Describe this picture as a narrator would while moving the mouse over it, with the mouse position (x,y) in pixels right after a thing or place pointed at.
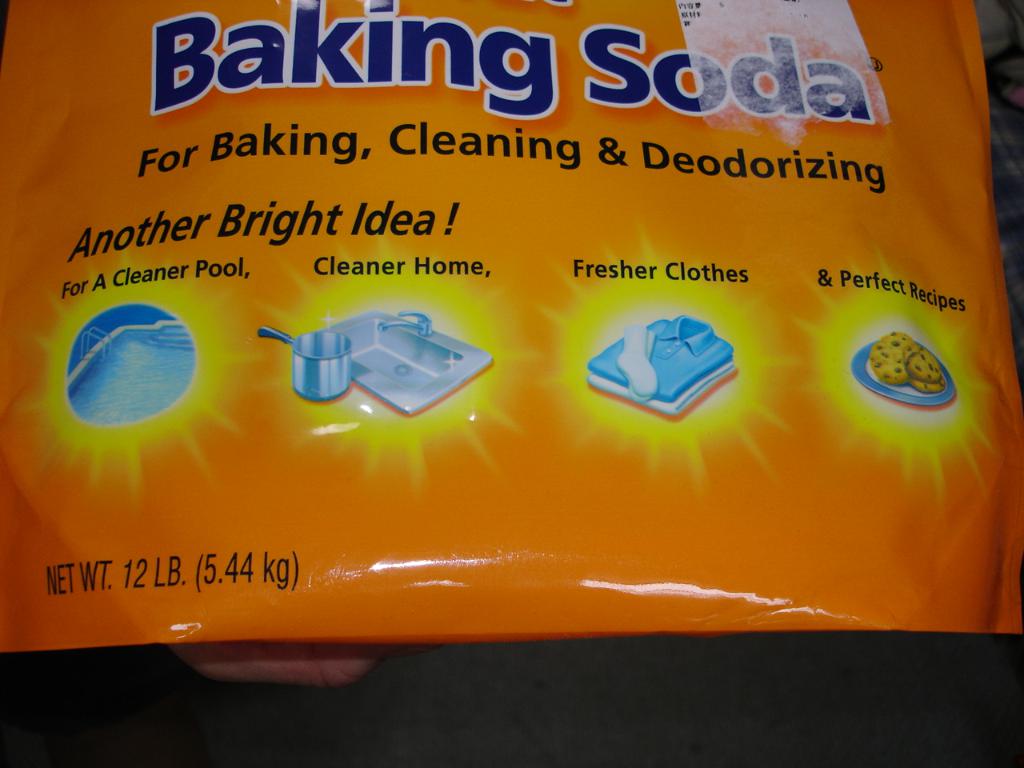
In this picture we can see a baking soda cover (900,230) and on this cover (577,488) we can see a bowl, sink (355,363), tap (394,326), clothes (654,355), plate (892,389) with food items (910,372) on it, swimming pool (128,360) and some text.
